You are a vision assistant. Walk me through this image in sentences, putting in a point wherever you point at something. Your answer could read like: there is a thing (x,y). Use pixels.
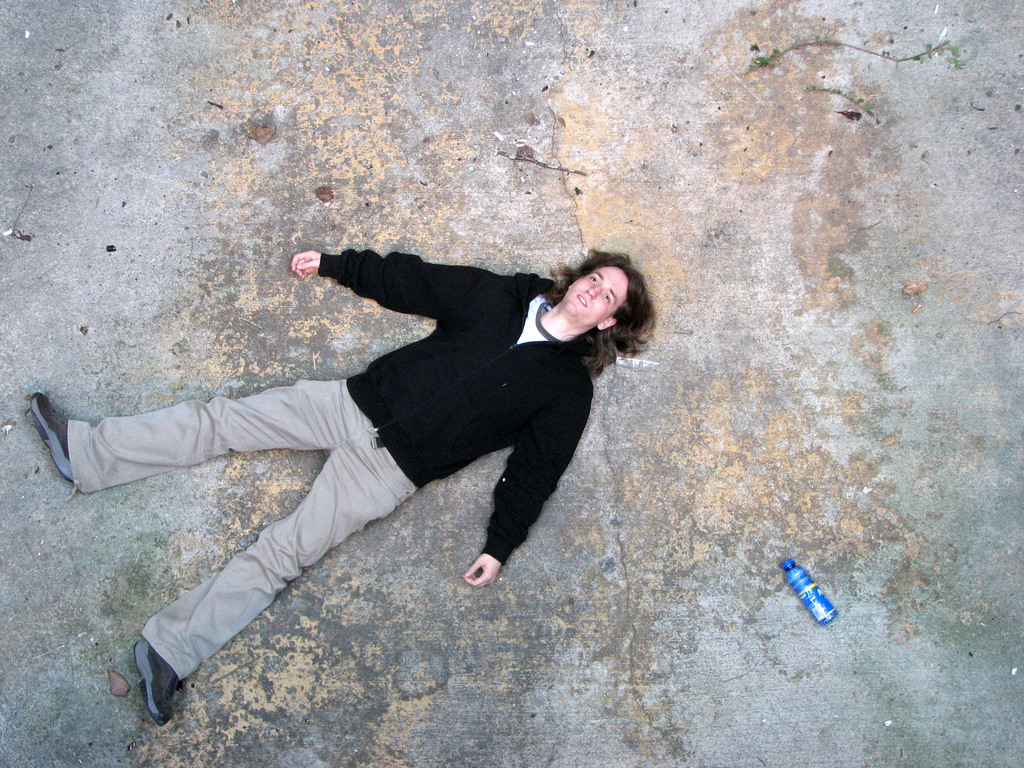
In this image, we can see a person (482,387) on the cement floor (652,210). There is a bottle (814,586) in the bottom right of the image (825,604).
